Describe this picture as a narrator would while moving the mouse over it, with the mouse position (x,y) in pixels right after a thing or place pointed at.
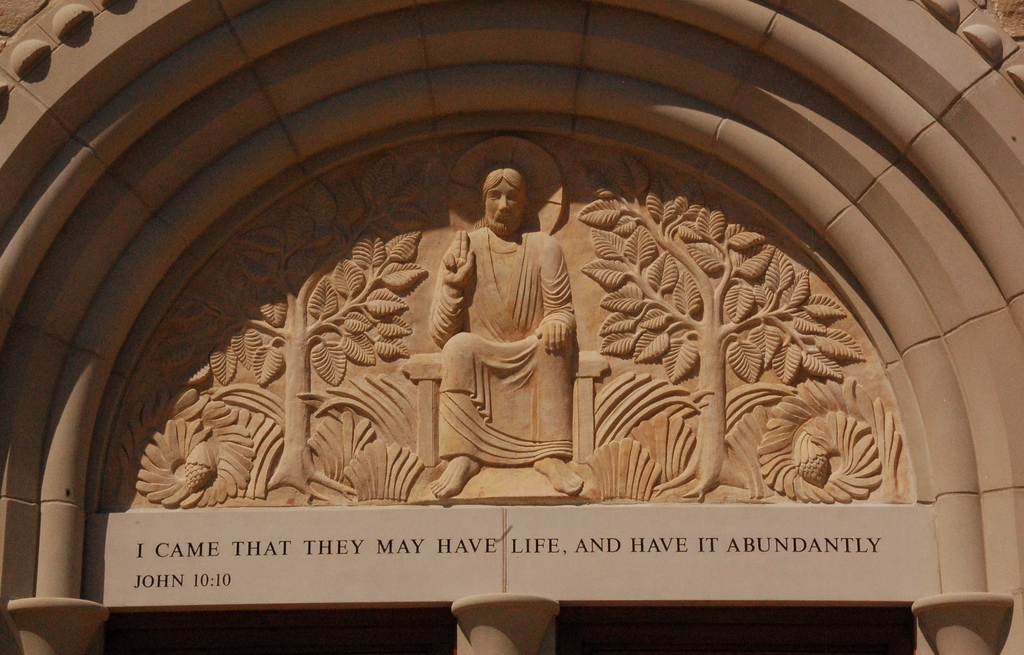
In this picture we can see a sculpture (317,338) and some text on the wall (254,368).
